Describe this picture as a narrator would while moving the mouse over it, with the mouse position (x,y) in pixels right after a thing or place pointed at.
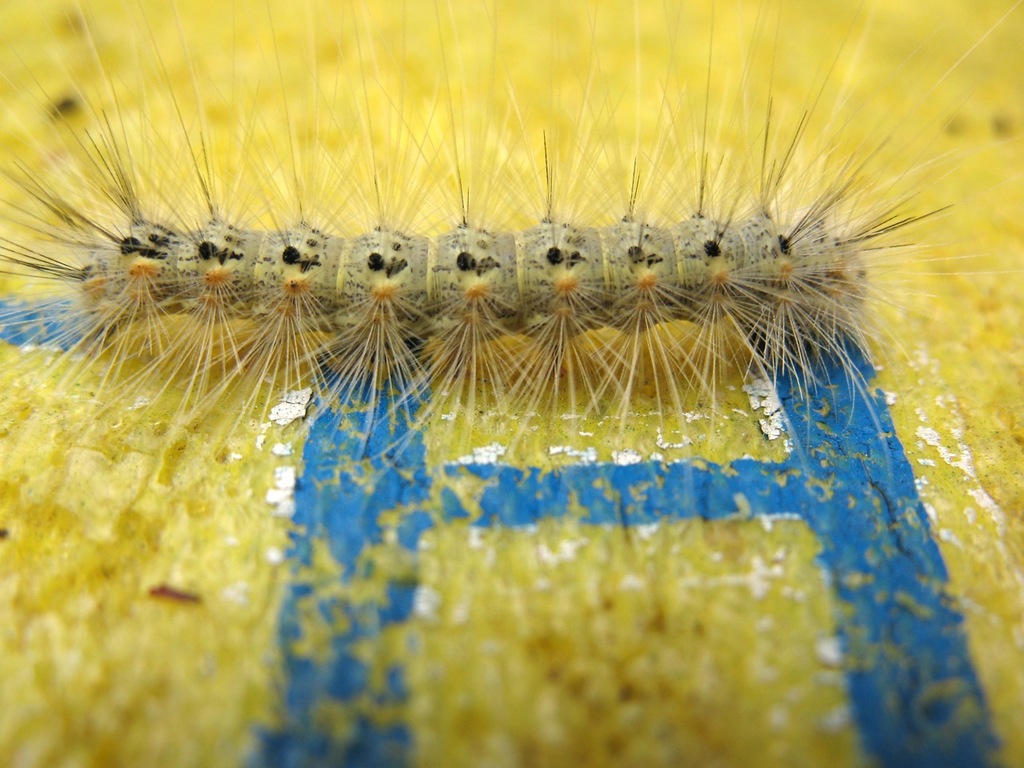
In this picture there is an insect (548,250) which is on yellow and blue color surface (421,340).
